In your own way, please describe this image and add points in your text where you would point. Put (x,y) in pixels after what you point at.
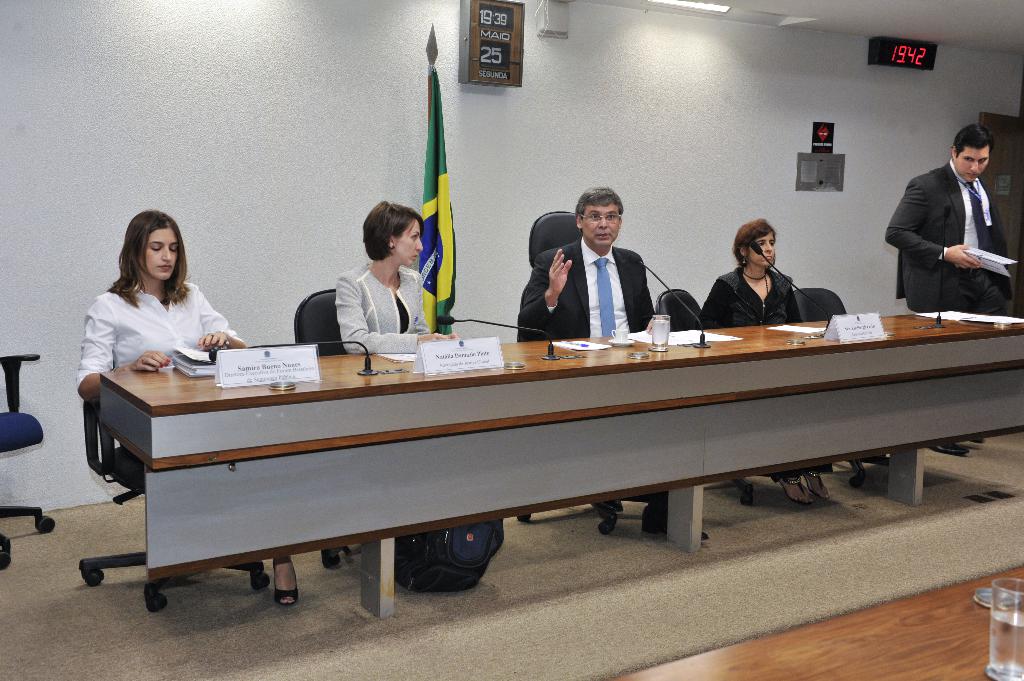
The picture consists of five people (772,251) in a closed room (777,457) where four people (793,483) are sitting on their chairs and one person (963,249) is standing and holding some papers (983,261) in his hands (979,265), in front of them there is a table (459,409) on which name plates (284,370), books (199,369) and mike's (461,319) are present and behind them there is a flag (429,251) and a wall (505,160) on which there are calendar box (489,38) is present and one timer (901,49) is present.
